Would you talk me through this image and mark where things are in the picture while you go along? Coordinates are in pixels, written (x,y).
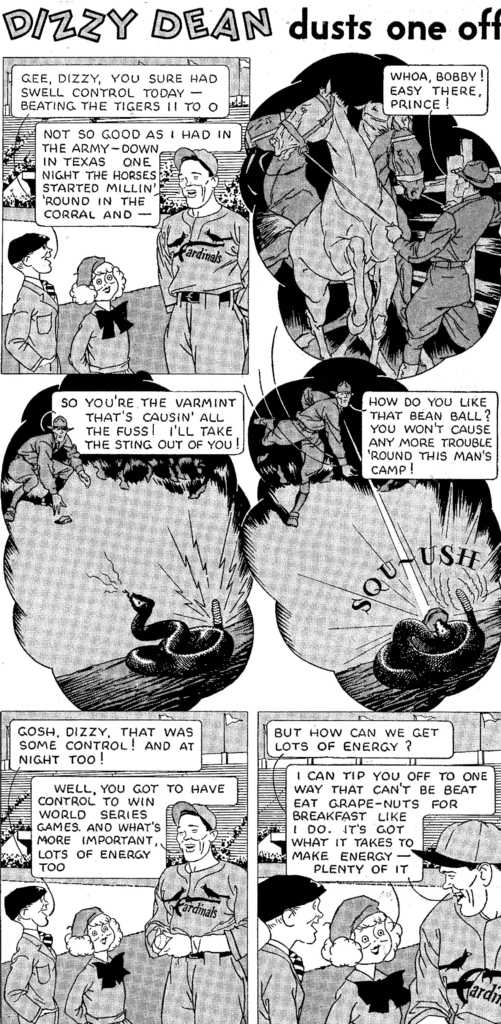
In this image I can see a group of people (286,895), horses (273,236), text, snakes (390,653) and plants (161,459). This image looks like a paper cutting of a book.
